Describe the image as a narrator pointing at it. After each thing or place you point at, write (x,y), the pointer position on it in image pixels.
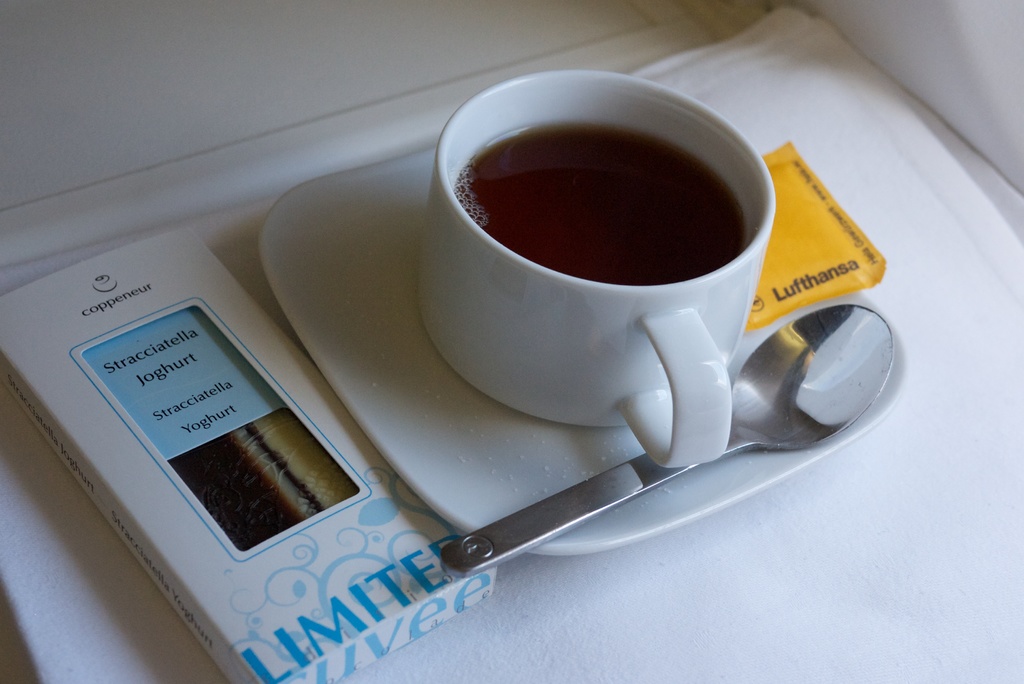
In this picture there is a cup of tea (558,187) in the center of the image (533,342), on a saucer (642,504) and there is a spoon (756,377) in the saucer (575,535), there is a box (57,282) on the left side of the image (286,586).
